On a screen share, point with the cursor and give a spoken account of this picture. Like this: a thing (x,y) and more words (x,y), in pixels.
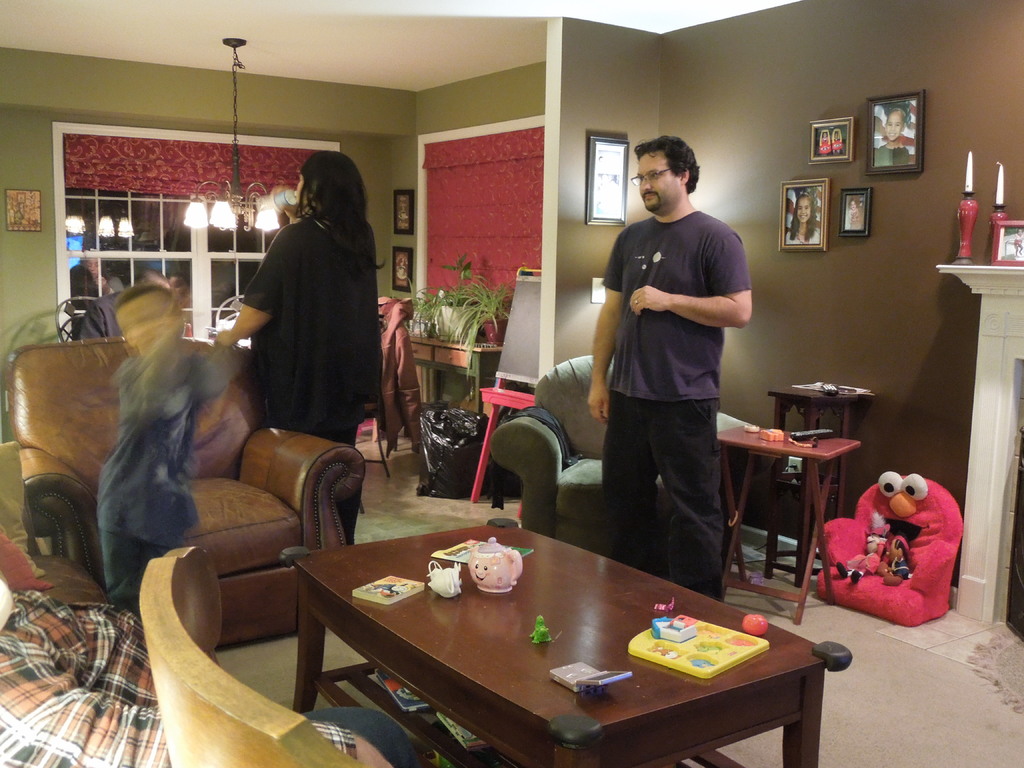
In the left middle (140,411), two person (144,471) are standing. In the middle (665,271) right, one person (678,413) is standing in front of the table (662,699) on which books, kettle (505,585) and a ball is kept. Next to that a sofa chair (254,514) is there. The walls (291,98) are green and grey in color. A roof top (419,54) is white in color on which chandelier (261,212) is hanged. In the middle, photo frames (826,184) are there. On the left middle (230,273), a window (204,305) is visible. This image is taken in a house (384,244) during night time.
